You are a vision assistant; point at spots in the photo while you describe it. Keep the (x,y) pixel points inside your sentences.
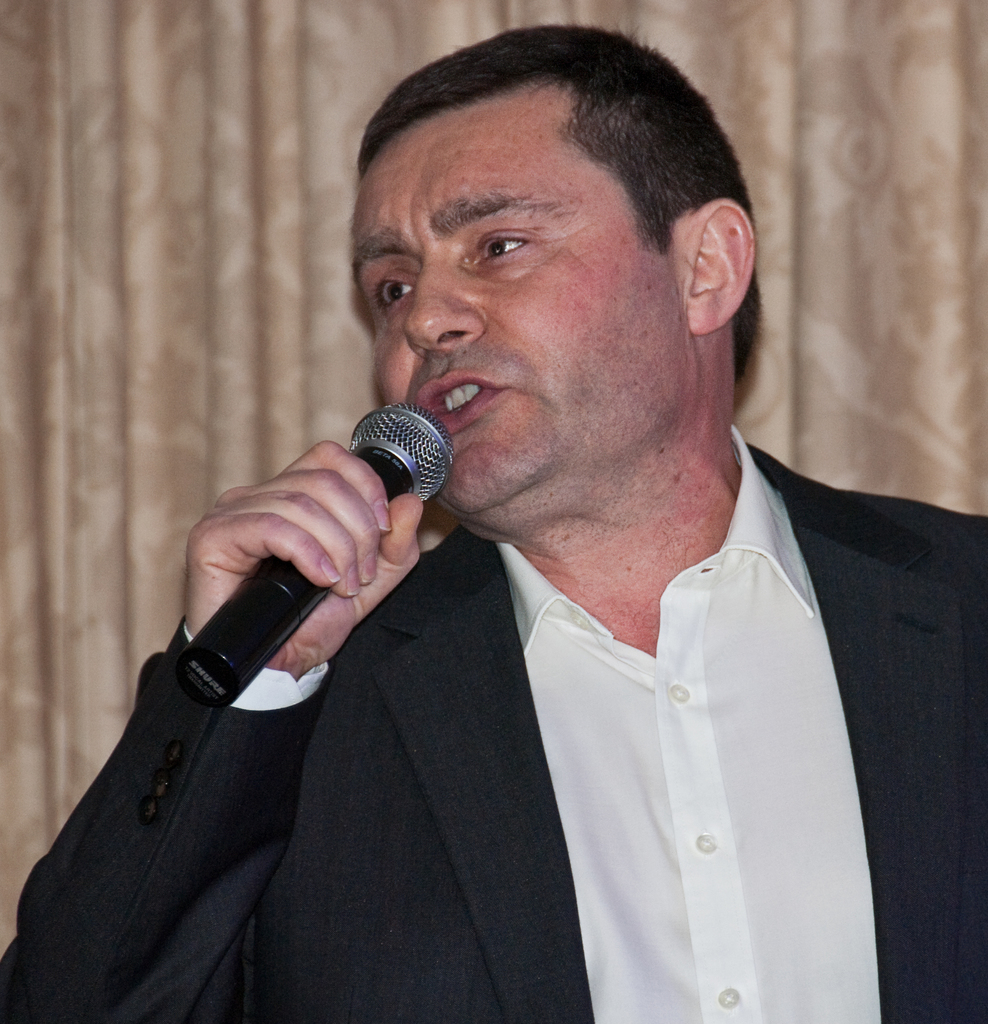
In this image, human (647,621) wear a suit (529,836), shirt (574,773). He hold a microphone (305,587). He is talking. Background (239,323), we can see a cream color curtain (224,316).
